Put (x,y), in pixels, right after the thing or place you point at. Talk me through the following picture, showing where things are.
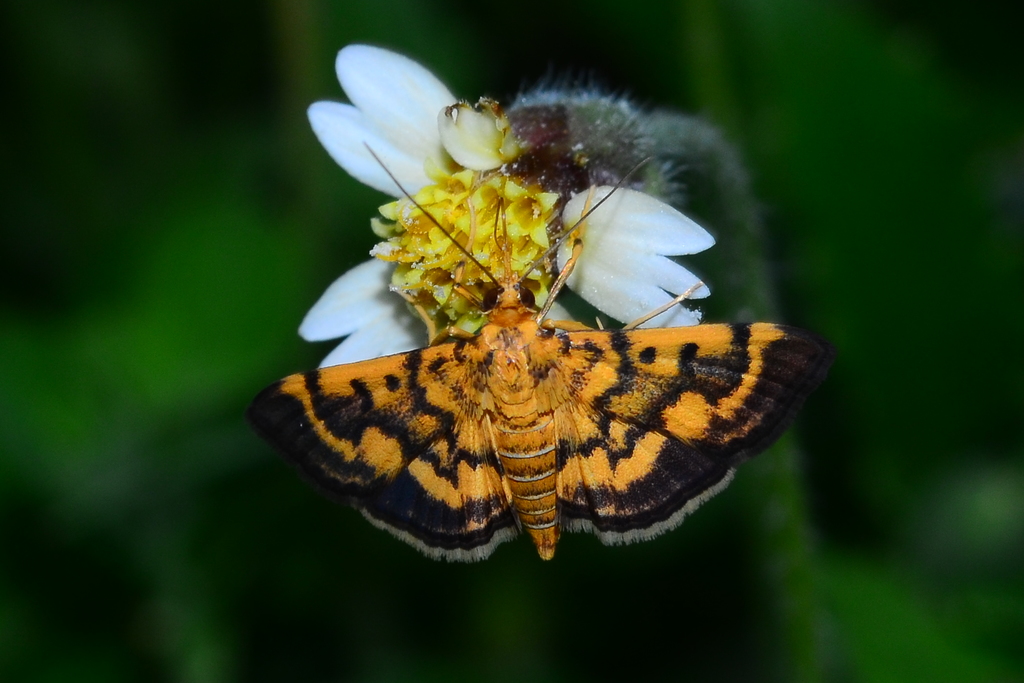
In this image, we can see a butterfly (495,407) sitting on the white flower (385,274), there is a blur background (369,208).
